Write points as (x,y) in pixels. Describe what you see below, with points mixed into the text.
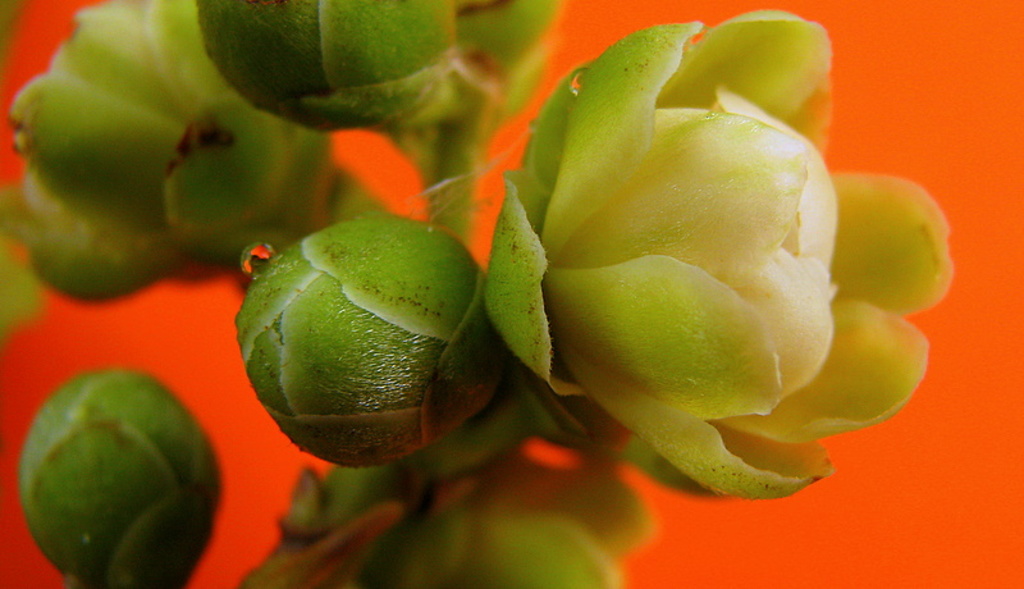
In this image I can see few flowers (795,313) and buds (280,371) to a stem (503,418). The background (940,79) is in orange color.
